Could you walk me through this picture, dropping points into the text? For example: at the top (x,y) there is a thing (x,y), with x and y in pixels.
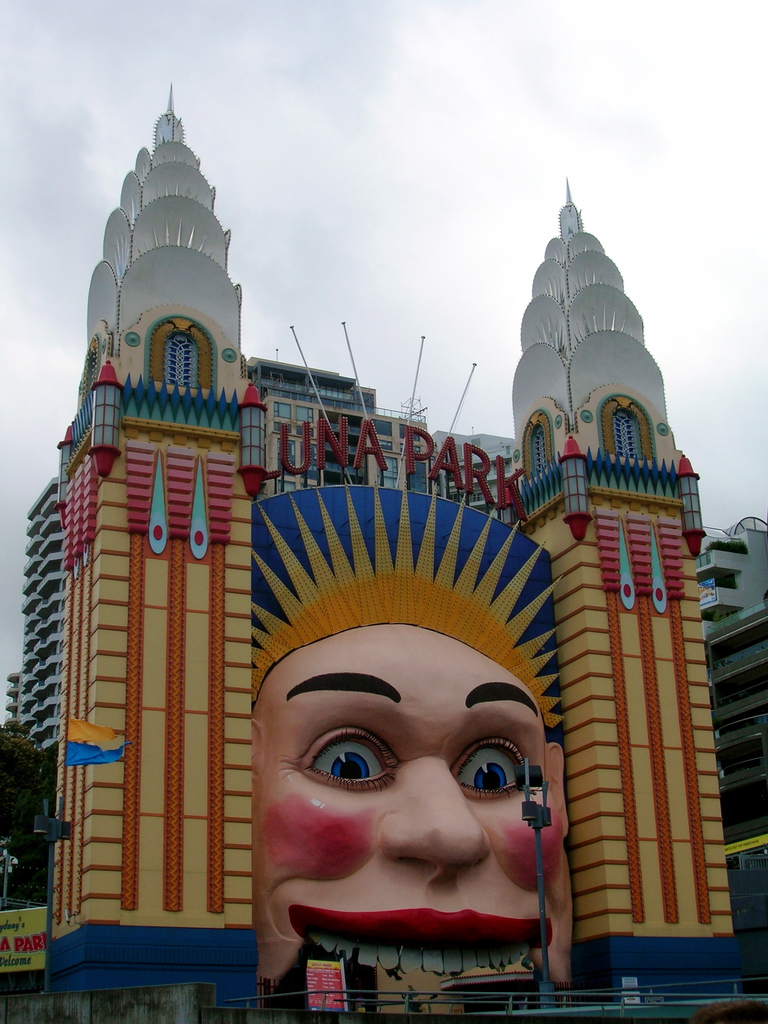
In this picture we can see buildings (83,638) with windows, pole (540,812), fence (371,1000), banners (9,959), flag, tree (41,777) and in the background (412,265) we can see the sky (558,103) with clouds (502,183).
